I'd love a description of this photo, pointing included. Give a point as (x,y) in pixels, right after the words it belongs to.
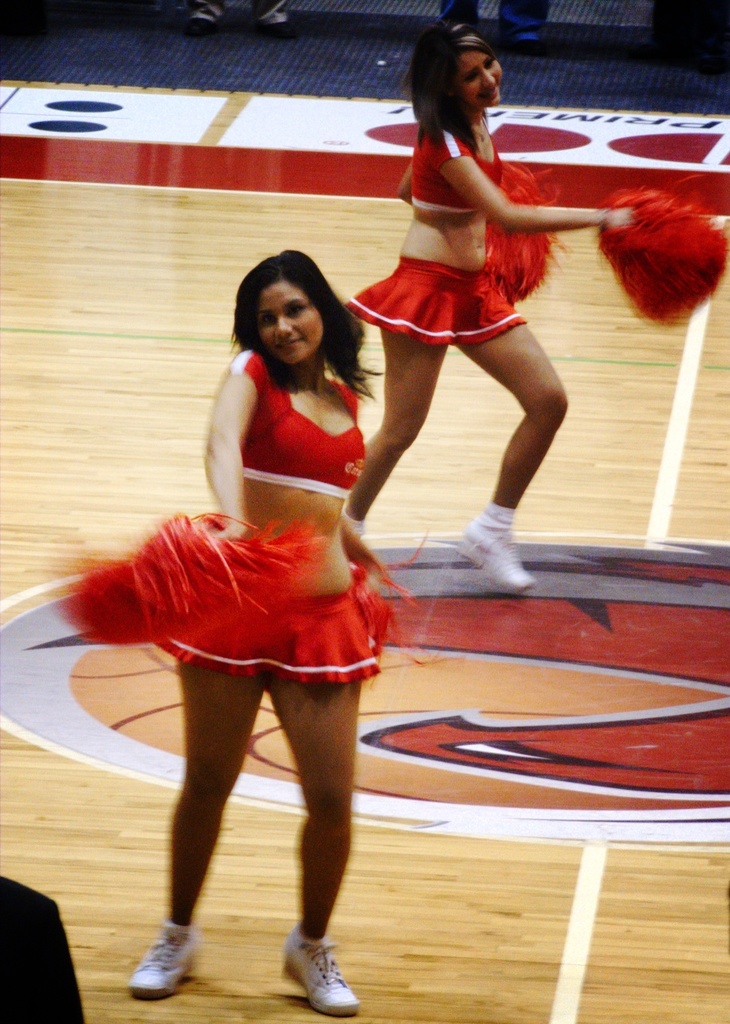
In this picture I can observe two women (498,170) dancing on the floor (121,503). They are wearing red color dresses (246,650). The floor (389,226) is in cream color.
